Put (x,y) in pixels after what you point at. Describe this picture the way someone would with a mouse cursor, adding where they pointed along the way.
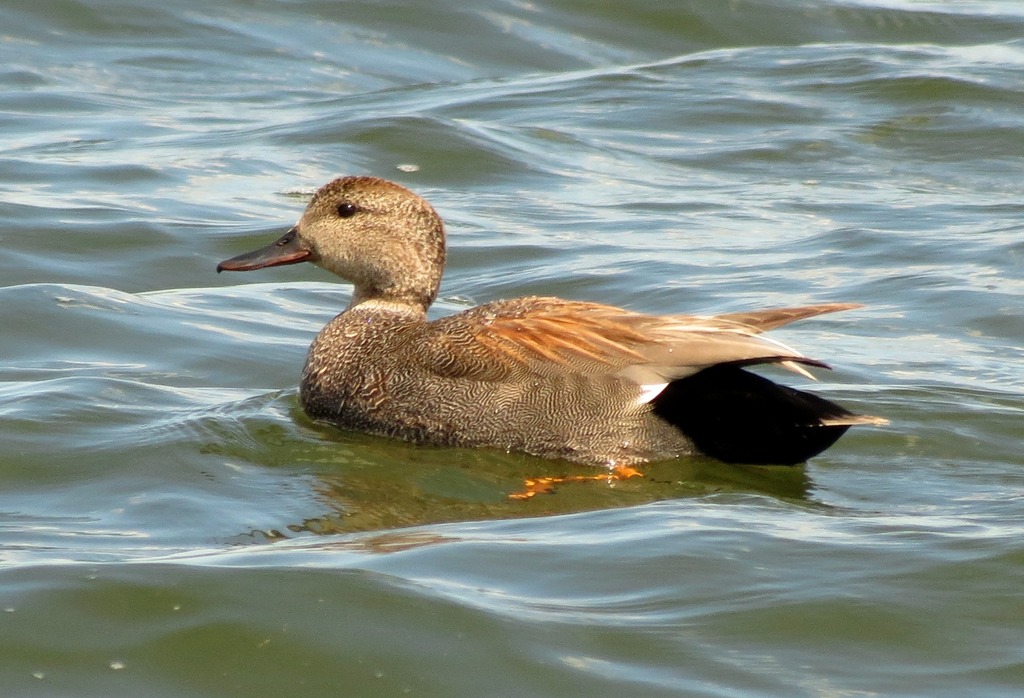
In this picture there is a bird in the center of the image (502,298) and there is water (572,470) around the area of the image.
